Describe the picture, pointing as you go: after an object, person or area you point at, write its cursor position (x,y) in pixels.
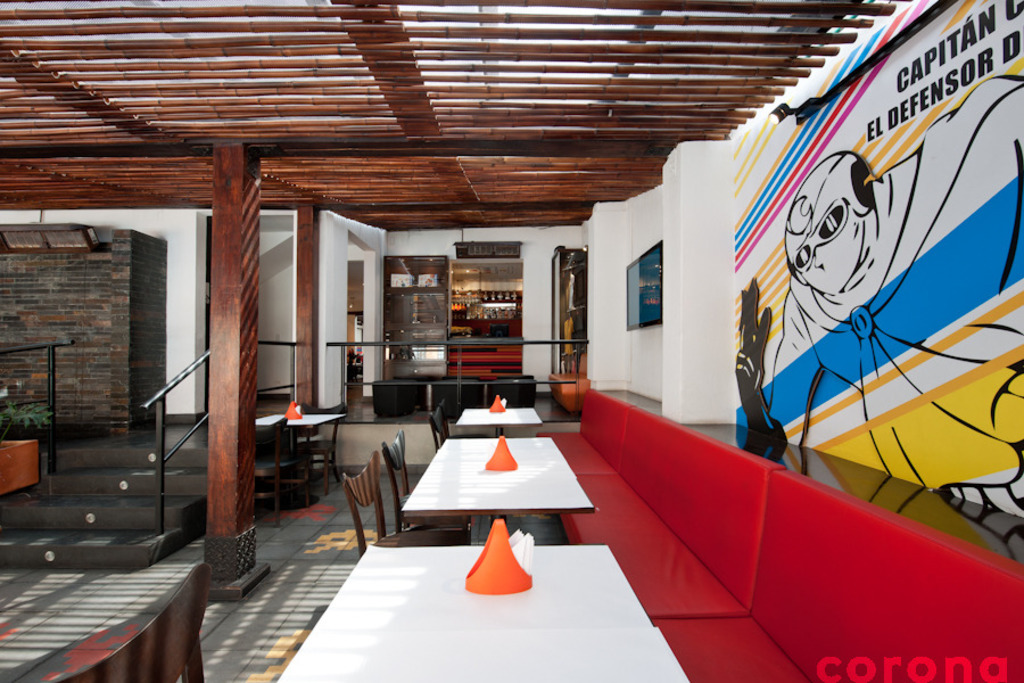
This is a building (528,373) looks like a restaurant (707,447). On the right (724,485) there are 3 sofas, tables (519,621) and chair (386,537) and tissue box (491,567) on the table (542,502). On the right wall (870,302) there is a painting (866,351) and a frame (653,292) and a light (775,117) on it. On the left (43,456) we can see the entrance (124,431) to the room (278,332), we have steps (137,473) there and fence (184,442). At the rooftop (348,134) there is a wooden designed roof top (393,83).
